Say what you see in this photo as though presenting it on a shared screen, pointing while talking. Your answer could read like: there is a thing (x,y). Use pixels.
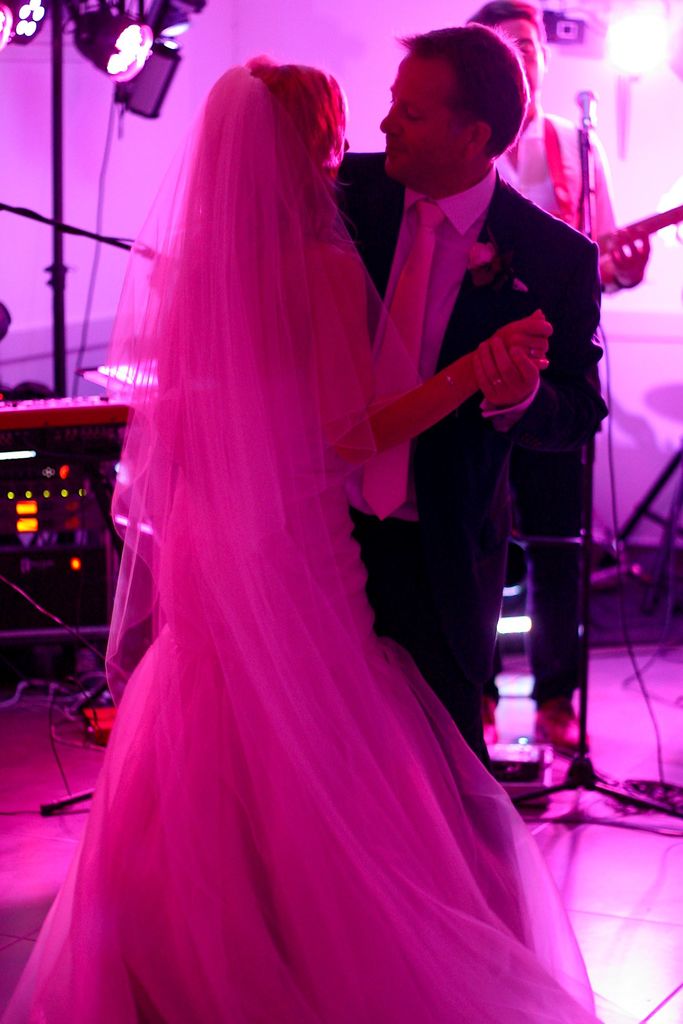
This image consists of two persons (309,566) dancing. In the front (319,619), the woman (388,435) is wearing white dress (479,774). And there is a man (474,97) wearing a suit (490,448). In the background (543,159), there is another man (603,215) playing guitar (659,216) On the left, we can see a light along with a stand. At the bottom (594,798), there is a floor (562,768).
